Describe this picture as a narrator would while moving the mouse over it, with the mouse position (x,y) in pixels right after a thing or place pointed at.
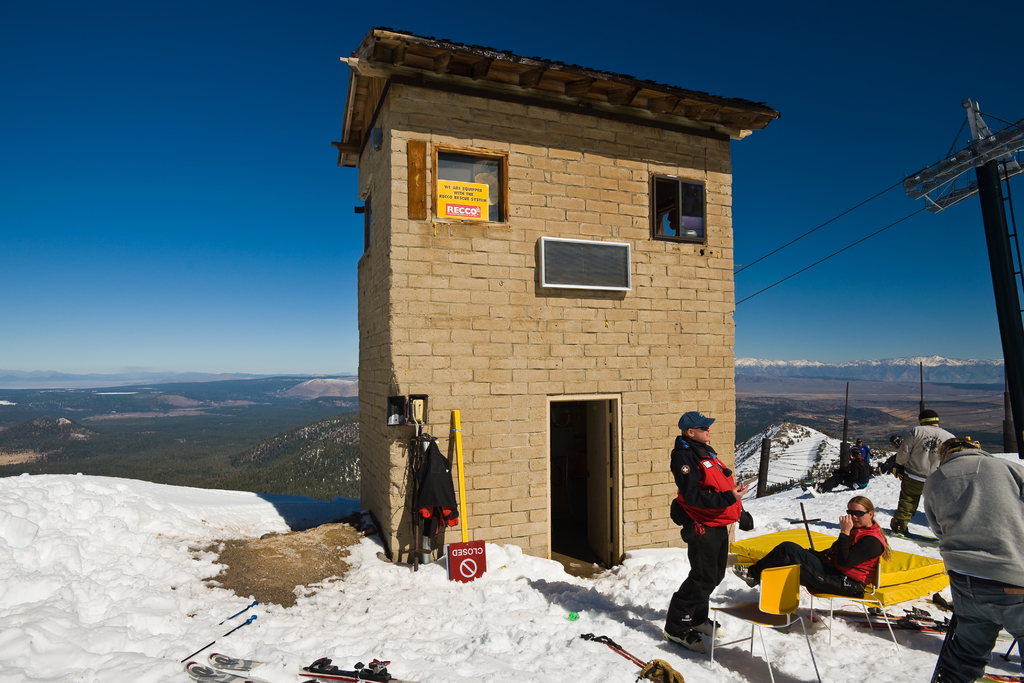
As we can see in the image there is snow (182,612), house (452,403), windows (679,207), door (600,441), bed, chairs (879,574), few people (859,550), current pole (1007,150) and at the top (238,123) there is sky (273,92).
